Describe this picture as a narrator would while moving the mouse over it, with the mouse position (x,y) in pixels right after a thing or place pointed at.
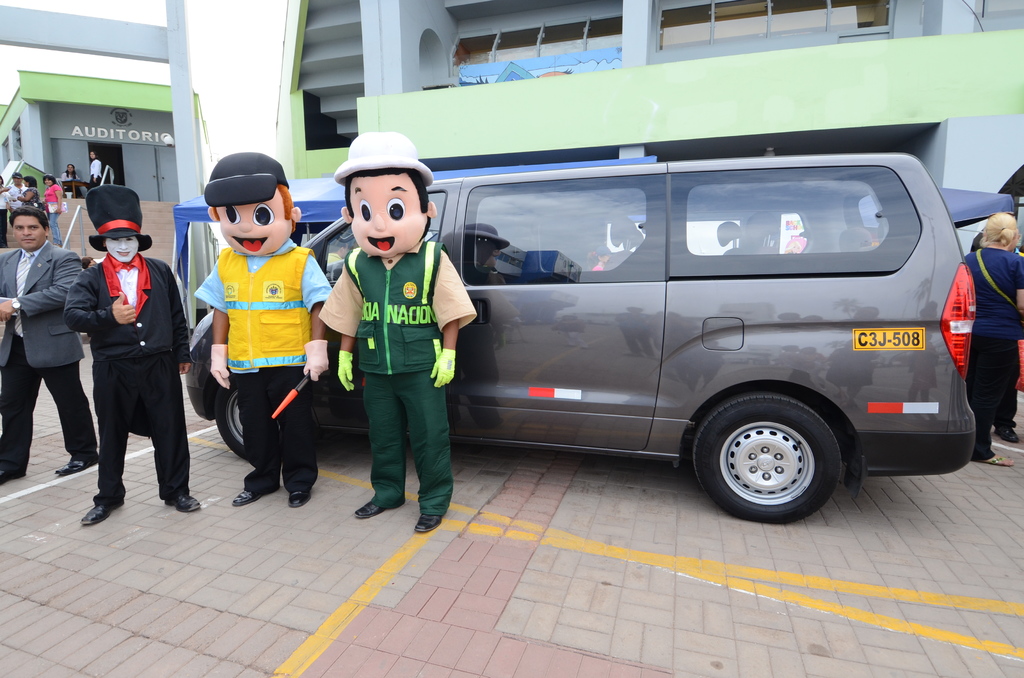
In this image we can see a few people (100,296) standing on a floor (513,555) and few of them (138,336) are wearing costume (288,295), there is a vehicle (722,310) on the floor (789,548) and there are buildings (186,145) in the background (547,80).
